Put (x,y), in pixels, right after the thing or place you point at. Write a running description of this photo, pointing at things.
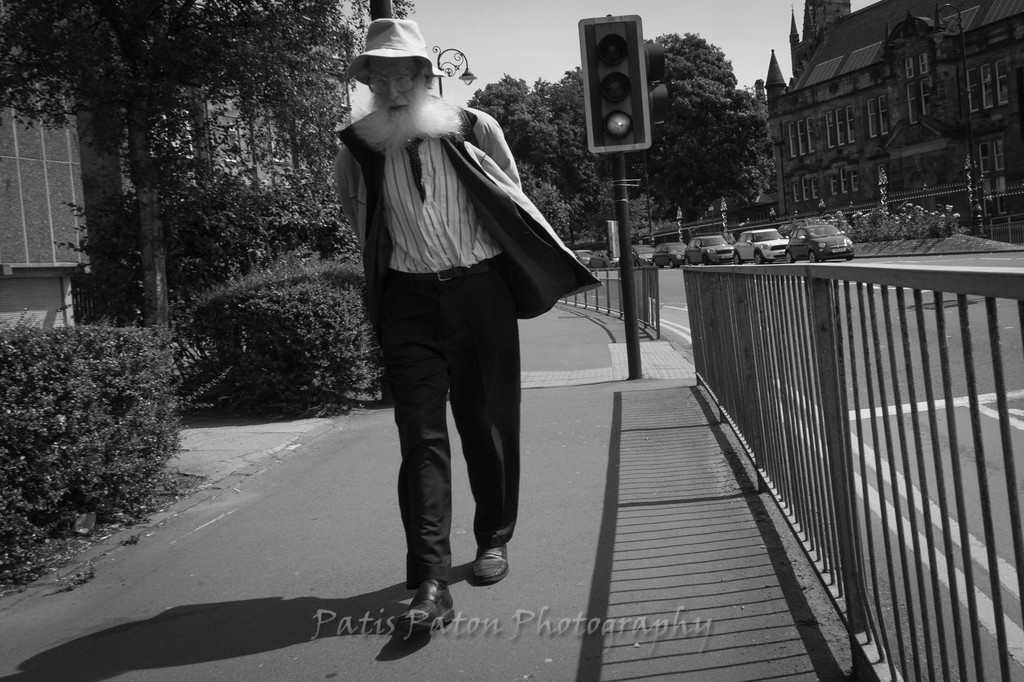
There is a man (463,206) walking and wore jacket (527,308) and hat (371,59) and we can see shadow (278,615) of the person (411,555) on the surface (228,614). We can see fence (825,362), traffic signal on pole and plants (121,418). In the background (729,174) we can see cars (697,246) on the road (1002,519), trees (712,130), buildings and sky (484,63).
